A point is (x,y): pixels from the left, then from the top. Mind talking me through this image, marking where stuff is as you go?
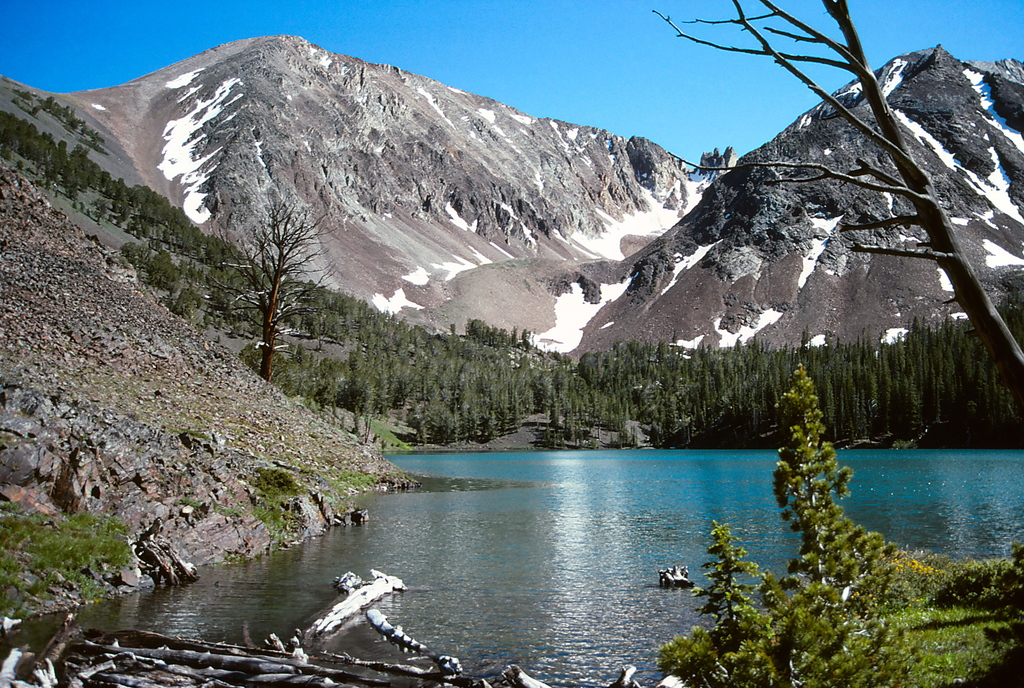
In the given image i can see a mountains (521,192), snow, trees (983,391), plants (768,672), grass (976,670), water (648,640) and in the background (594,71) i can see the sky (544,75).
